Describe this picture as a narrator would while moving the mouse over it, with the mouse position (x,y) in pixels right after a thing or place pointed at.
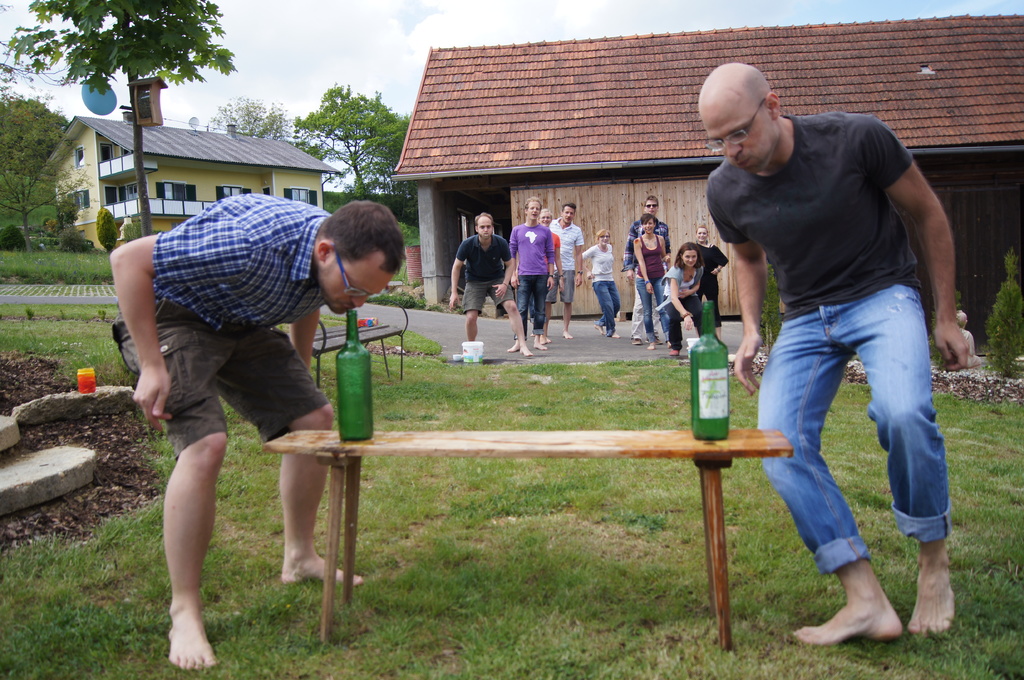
This picture is of outside. On the right (869,181) there is a man (824,194) wearing black color t-shirts (834,239) and standing. On the left (255,282) there is a man (247,284) wearing blue color shirt (239,262) and standing. In the center (585,442) there is a table (715,442) on the top of which two bottles (693,374) are placed. In the background (656,221) we can see group of people (676,283) standing, a house (558,77), trees (345,105), a pole (136,136) and the sky (365,21).
